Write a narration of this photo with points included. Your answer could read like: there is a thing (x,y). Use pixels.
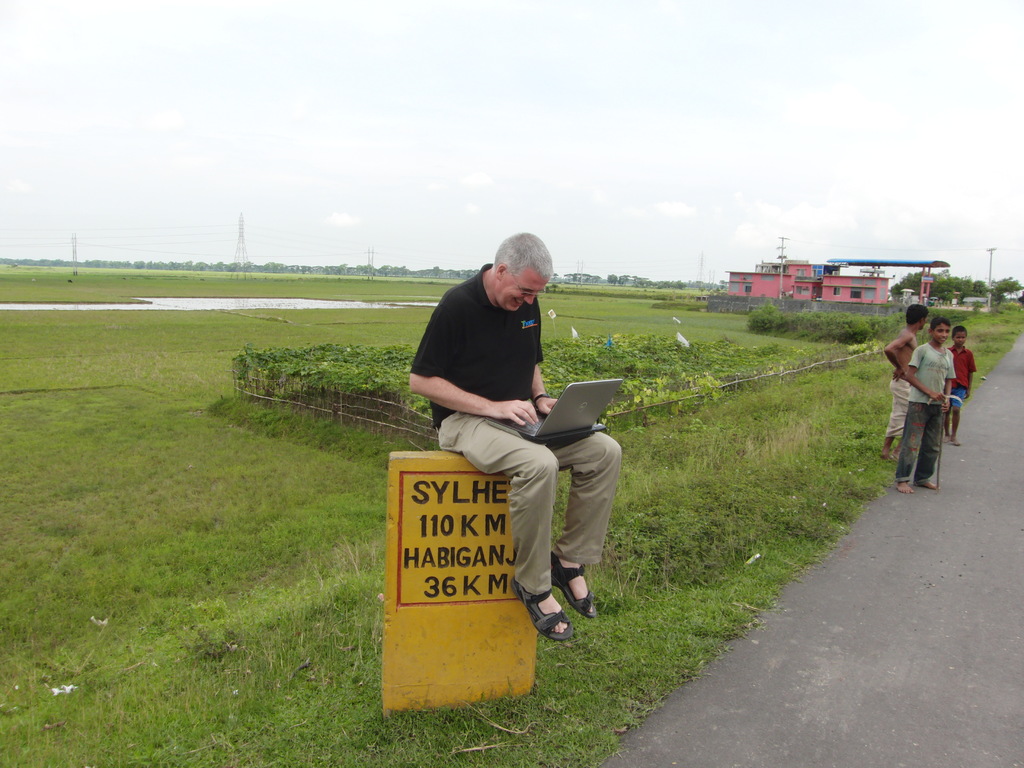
In the middle of the image (460,323) a person (538,502) is sitting on a milestone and holding a laptop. Behind him there are some plants (344,355) and water (238,300) and grass (174,296). On the right side of the image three children (902,479) are standing and one is holding a stick (943,403). Behind them there are some buildings (791,299) and poles (783,258) and trees (997,295). At the top of the image (808,176) there is sky (77,34).
